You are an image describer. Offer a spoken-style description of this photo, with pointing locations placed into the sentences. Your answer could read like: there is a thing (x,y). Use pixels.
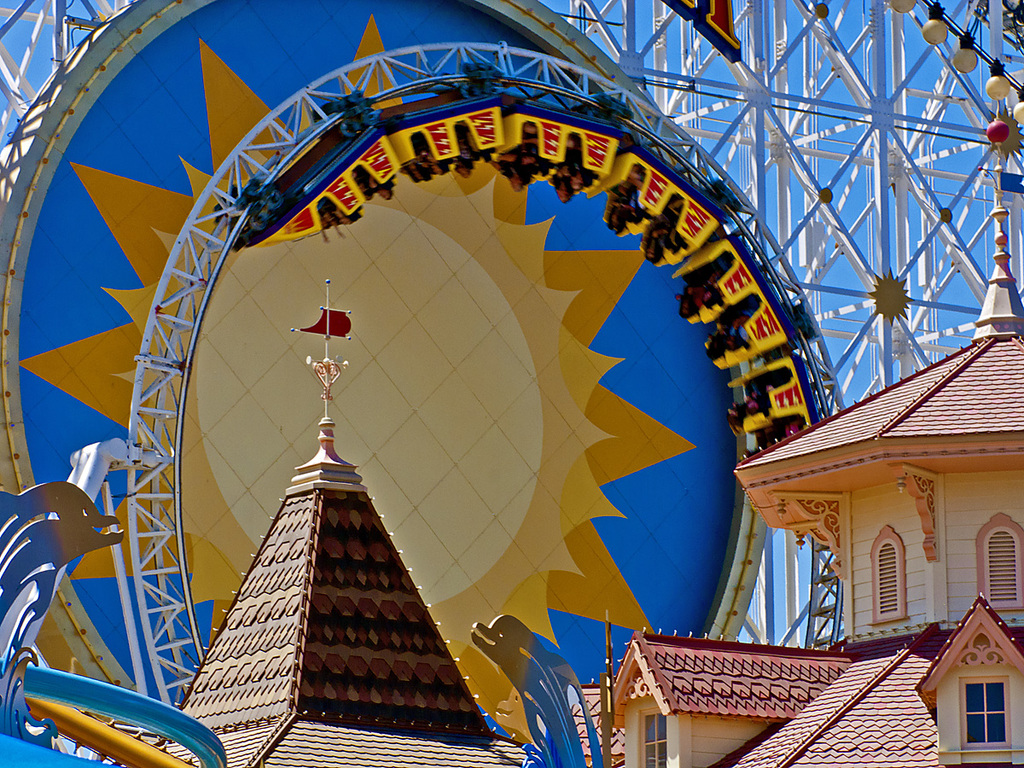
In this image we can see a building (837,484), there is a window (977,734), at the back (735,291) there is a roller coaster (518,124), and persons (733,341) sitting in it, there is a dolphin sculpture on the left (53,512), there are lamps (954,62), there is a sky (832,91).
